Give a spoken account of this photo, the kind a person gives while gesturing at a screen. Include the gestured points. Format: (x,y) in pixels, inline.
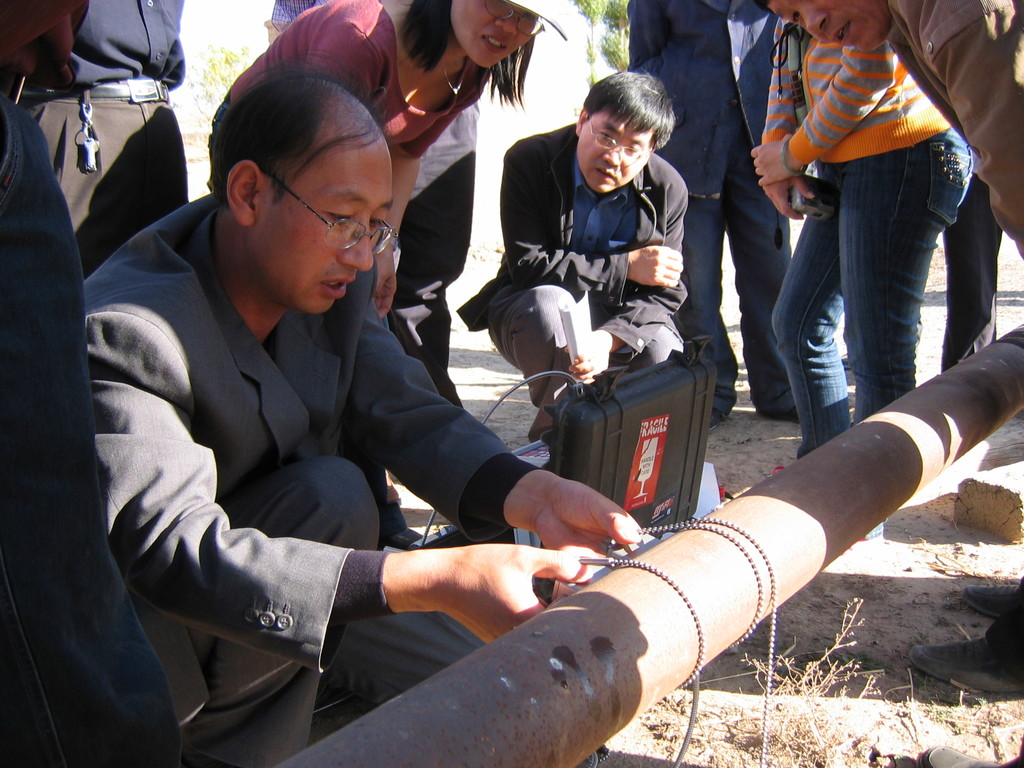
In this image we can see many people (551,310) in the image. There is a pole (651,649) in the image. There are few objects (660,478) placed on the ground (730,455). There are few plants (826,728) and trees (614,61) in the image.
